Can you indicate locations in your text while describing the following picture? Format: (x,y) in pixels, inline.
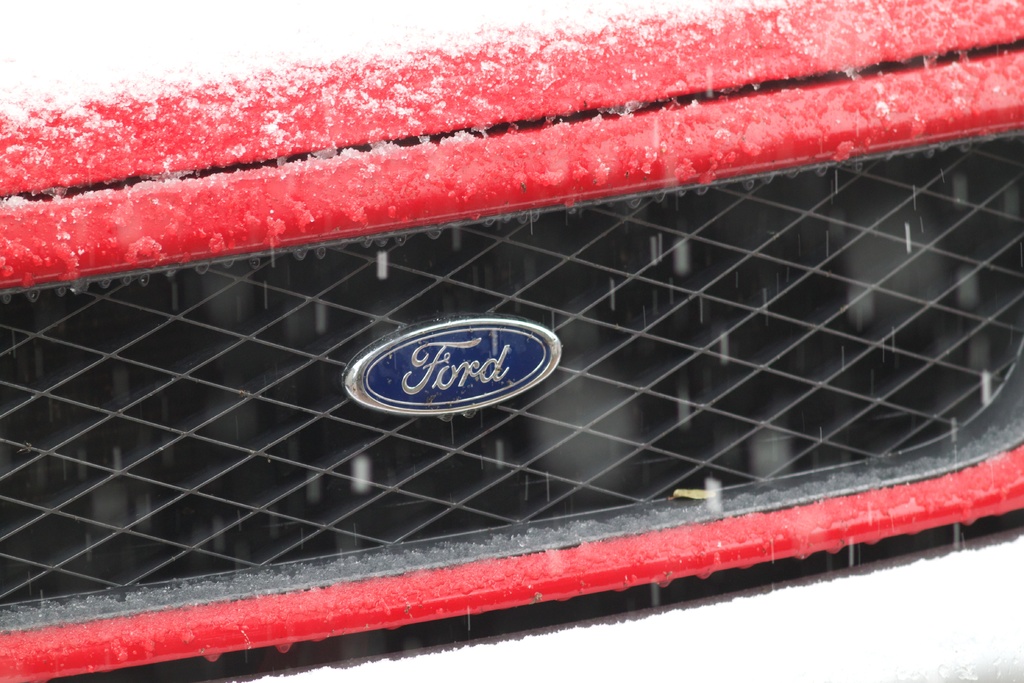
In this image we can see the part of a vehicle (465,533) which looks like a bumper (923,653) and we can see the snow (199,9) on it and there is some text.
